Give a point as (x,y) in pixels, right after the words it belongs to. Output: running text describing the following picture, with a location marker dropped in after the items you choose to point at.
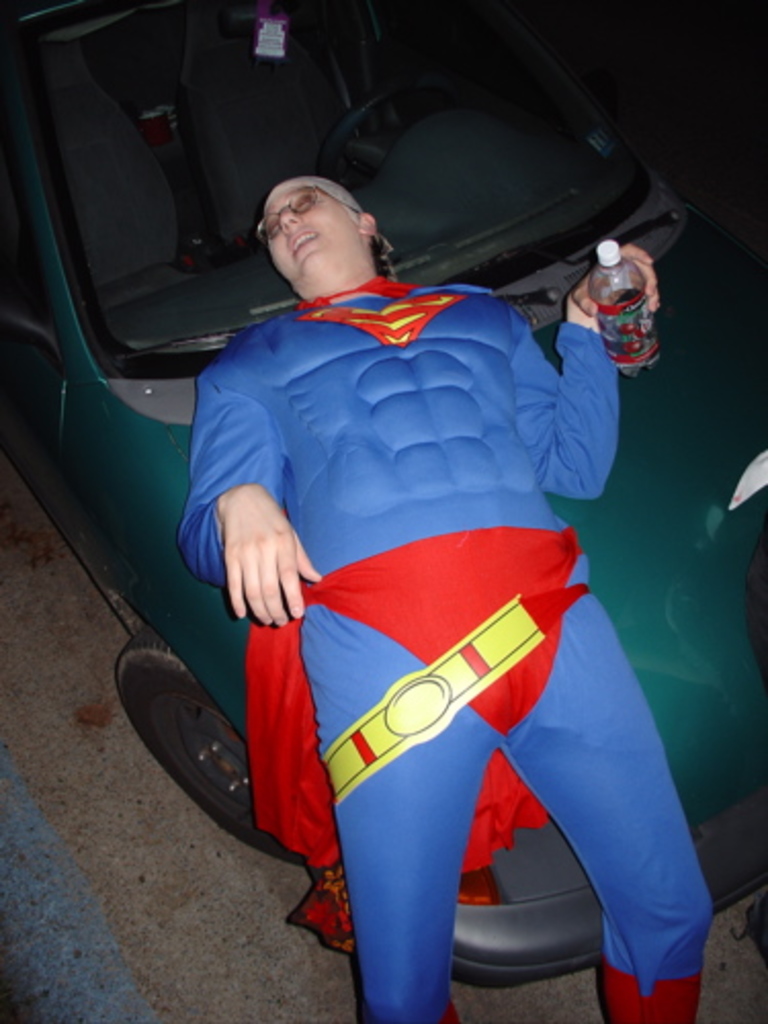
Here we can see a woman (610,679) holding a bottle (623,365) with her hand (654,295) and she is in a fancy dress (485,750). Here we can see a car (678,465).
